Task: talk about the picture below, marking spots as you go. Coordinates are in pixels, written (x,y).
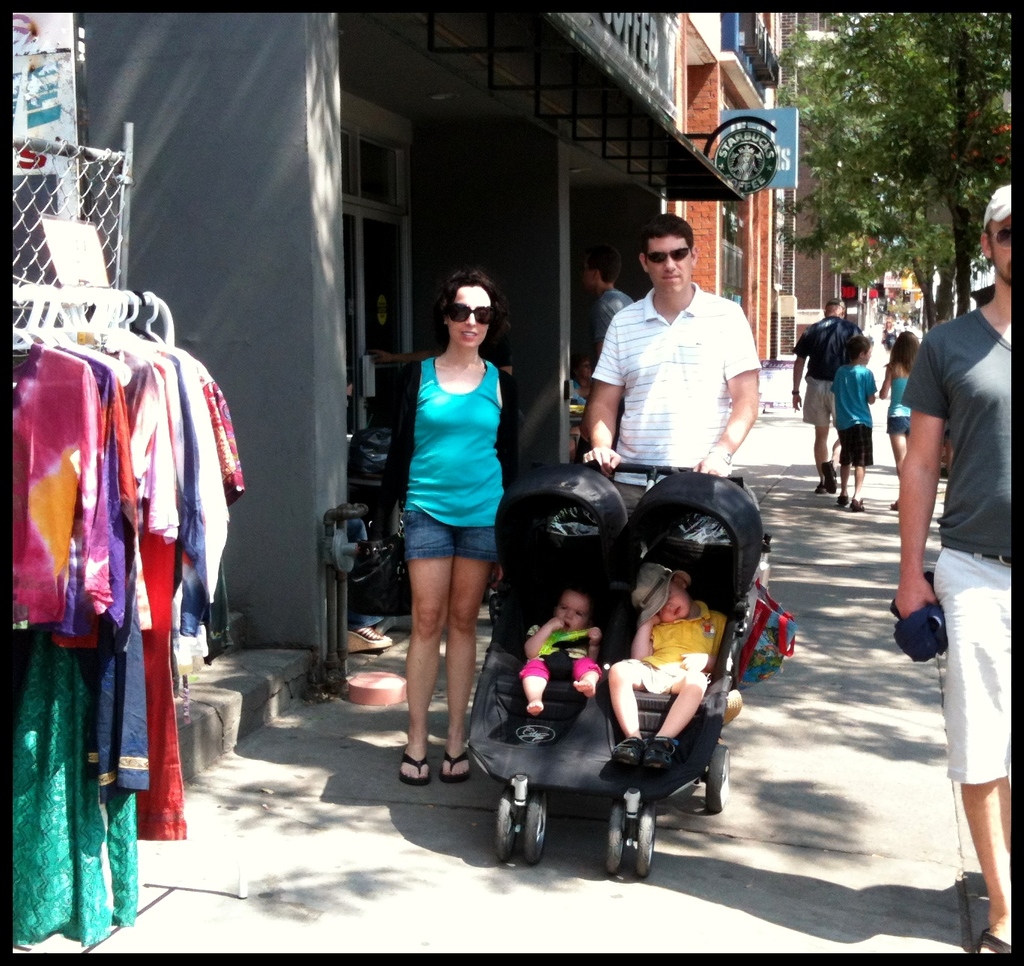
In this image we can see few people (734,358). Some are wearing goggles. And there is a stroller (545,527) with babies (588,657). On the left side (226,230) there are buildings (449,103). Also we can see dresses (86,367) hanged on hangers (46,326). In the background (859,127) there are trees (841,134).
